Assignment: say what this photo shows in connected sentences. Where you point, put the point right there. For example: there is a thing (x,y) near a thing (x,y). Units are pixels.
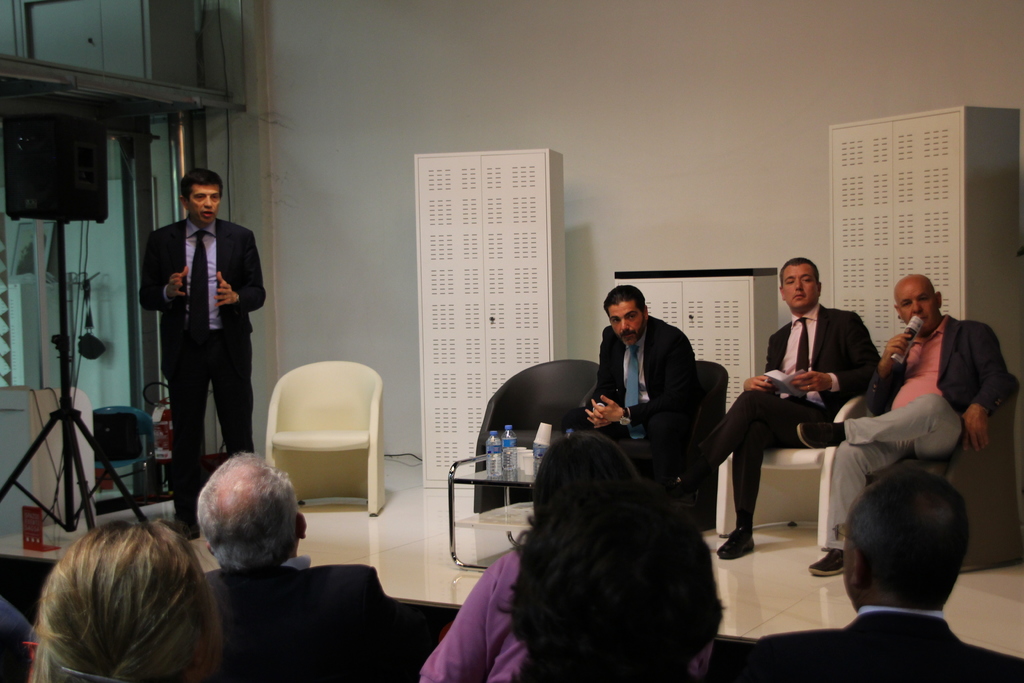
In this image we can see persons (933,341), chairs (543,395), table (482,483), water bottle (508,460), glasses (525,456) on the dais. At the bottom of the image (137,575) we can see person (234,609) and chairs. On the left side of the image (14,128) we can see speaker (83,182), stand (75,437), chair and person (231,347). In the background (230,122) we can see wall (497,101) and cupboards (445,199).
